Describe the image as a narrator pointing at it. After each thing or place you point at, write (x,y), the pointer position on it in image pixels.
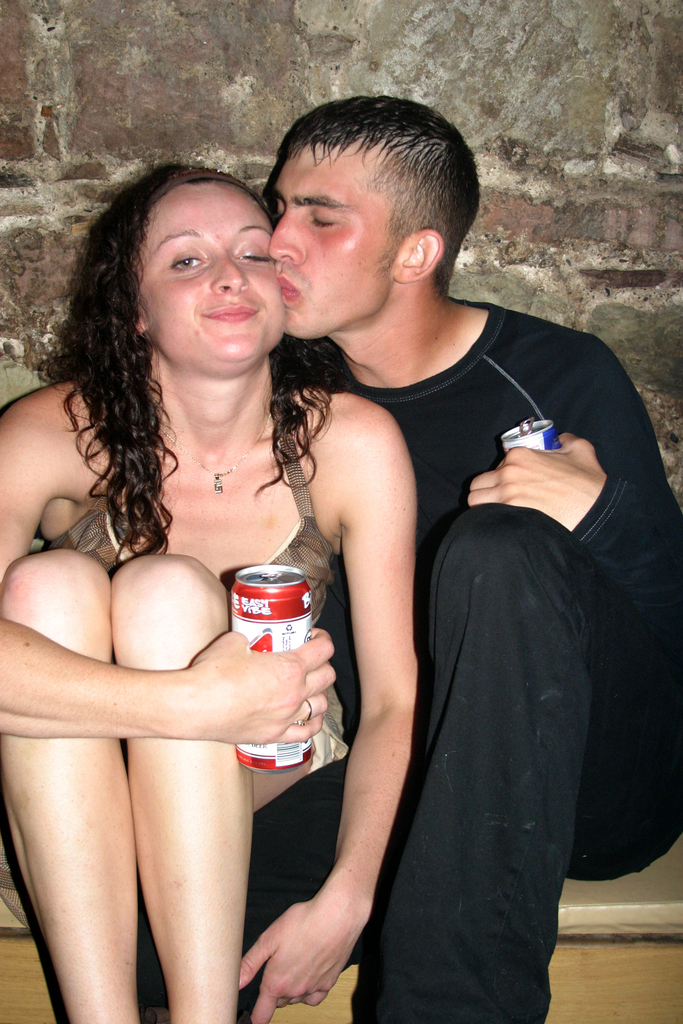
In the center of the image (342,642) we can see two persons (521,483) are sitting on some object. And we can see they are holding cans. And the right side person (499,460) is kissing the other person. In the background (584,291) there is a wall (500,291).
